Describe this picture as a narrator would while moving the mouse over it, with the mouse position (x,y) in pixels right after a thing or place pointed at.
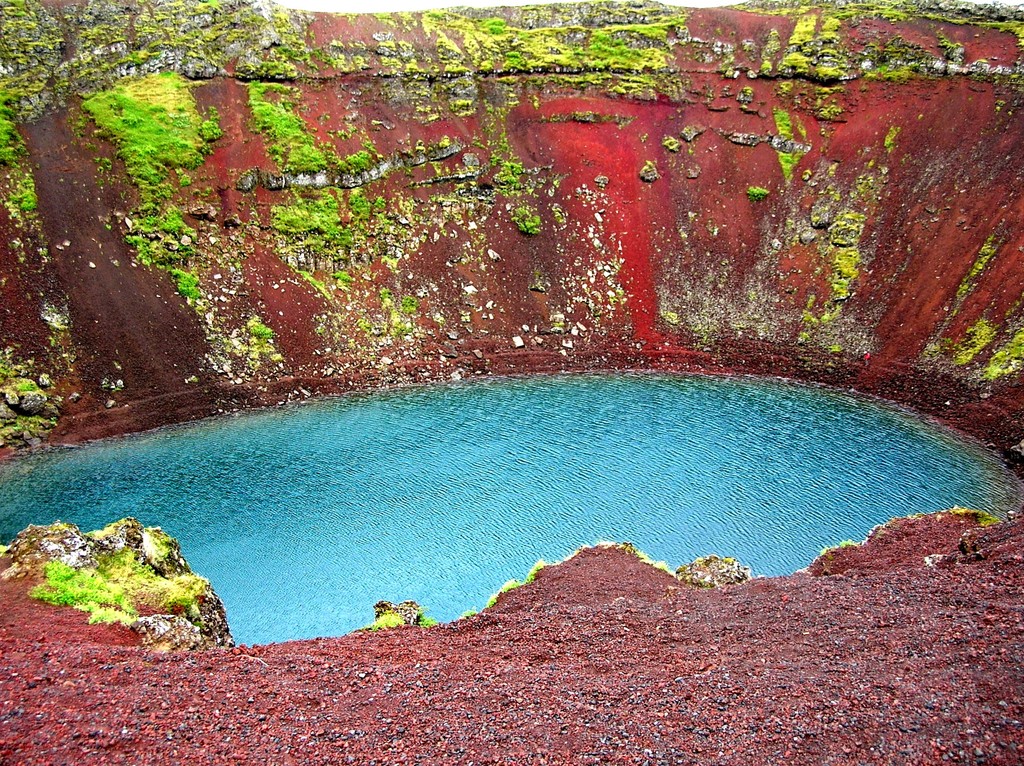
In the image there is a pond (359,398) with water (359,398). And there is a wall (196,165) with algae (140,52) on it.
